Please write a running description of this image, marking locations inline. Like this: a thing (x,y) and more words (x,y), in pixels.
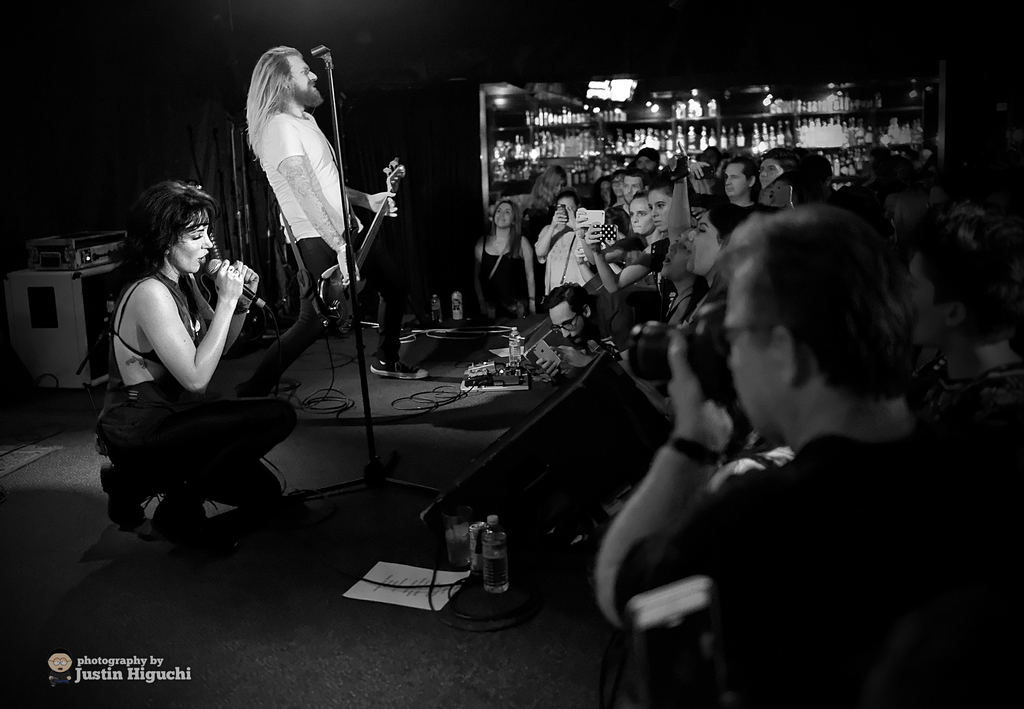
In this image there is a woman (197,323) holding a mic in her hand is singing, beside the woman (177,352) there is a person (313,246) playing the guitar (323,286), in front of them there are a few people (683,305) holding cameras (637,348) and clicking pictures of them.
